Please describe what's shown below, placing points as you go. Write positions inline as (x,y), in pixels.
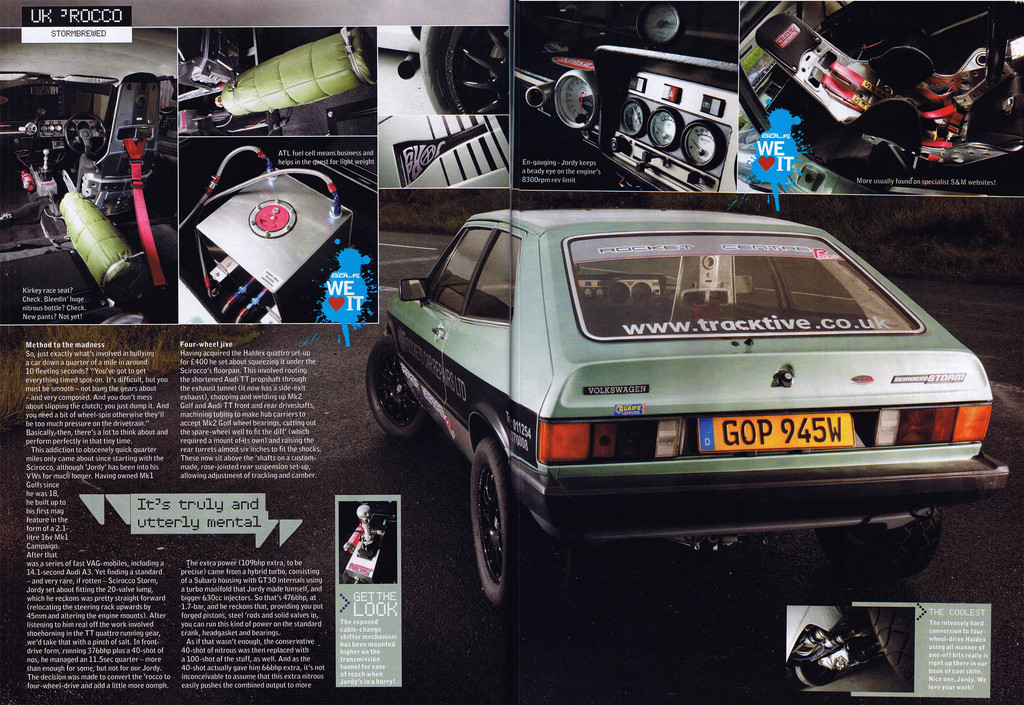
In the image there is a poster (745,195). On the poster (740,255) there is an image (504,279) of car (661,470) on the right side (696,260). And also there are few images (139,92) of parts (344,73) of the car (478,72). And also there is something written on the poster (290,591).
